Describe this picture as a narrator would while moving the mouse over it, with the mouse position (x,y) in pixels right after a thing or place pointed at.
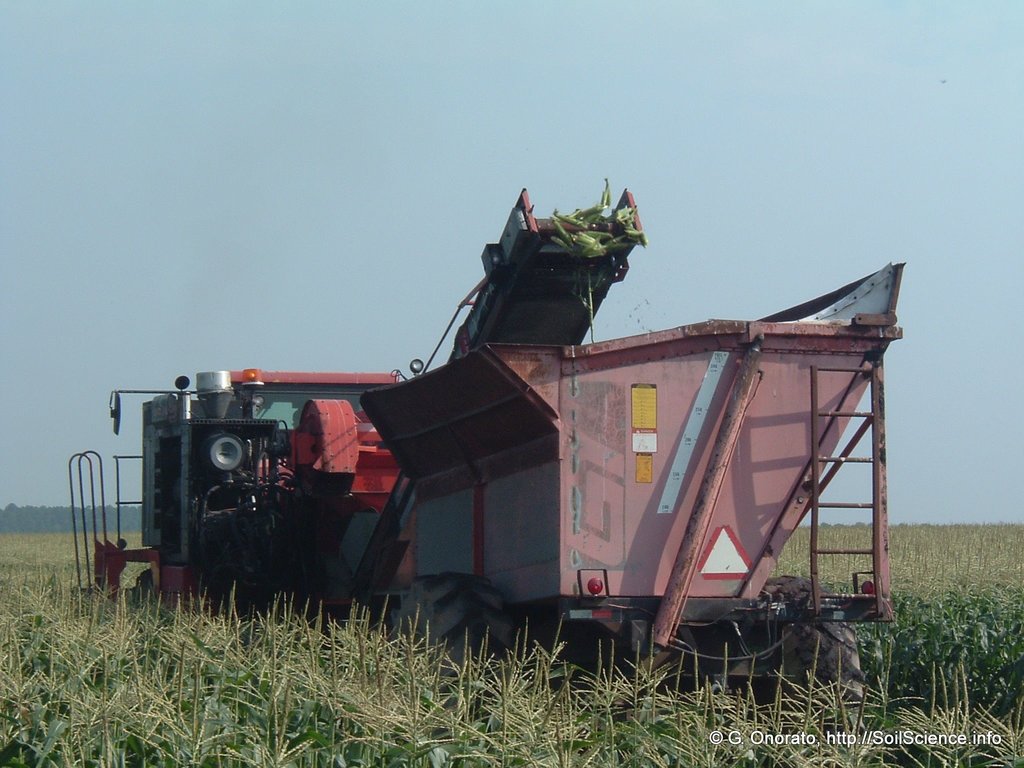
In this picture I can see many plants (355,701) at the bottom (732,679), there is a machine (853,375) at the center (680,500). There is the text (846,735) in the bottom right hand side (776,735), at the top (456,139) there is the sky (523,166).
